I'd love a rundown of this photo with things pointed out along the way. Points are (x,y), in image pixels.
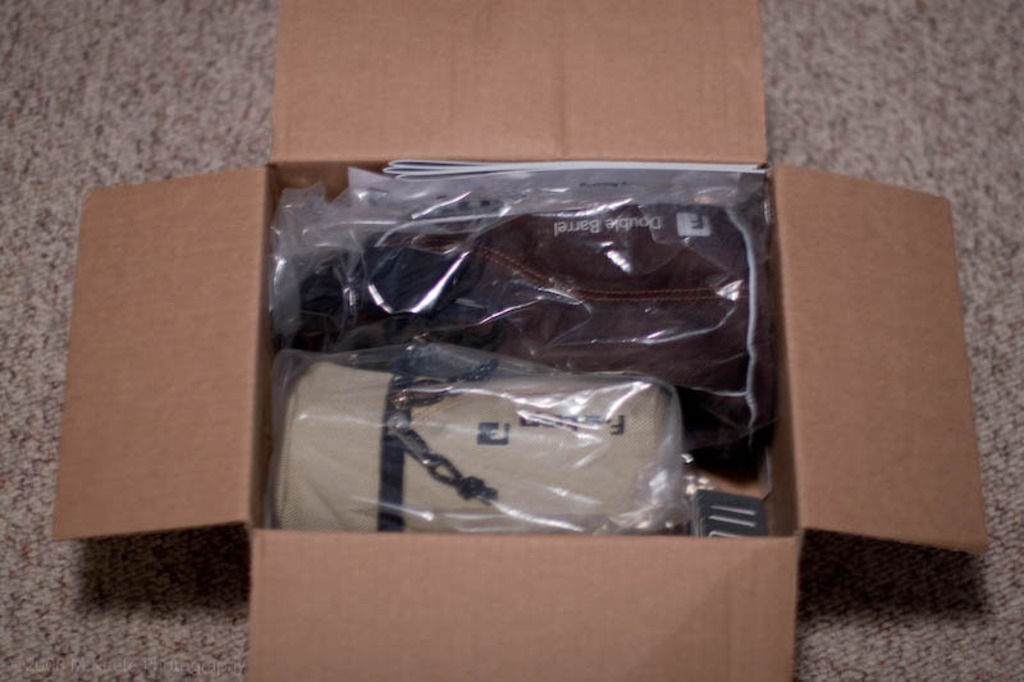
In this picture we can see a box (294,657) with books (397,167) and some objects (673,339) in it and this box (709,128) is placed on a platform (56,386).
